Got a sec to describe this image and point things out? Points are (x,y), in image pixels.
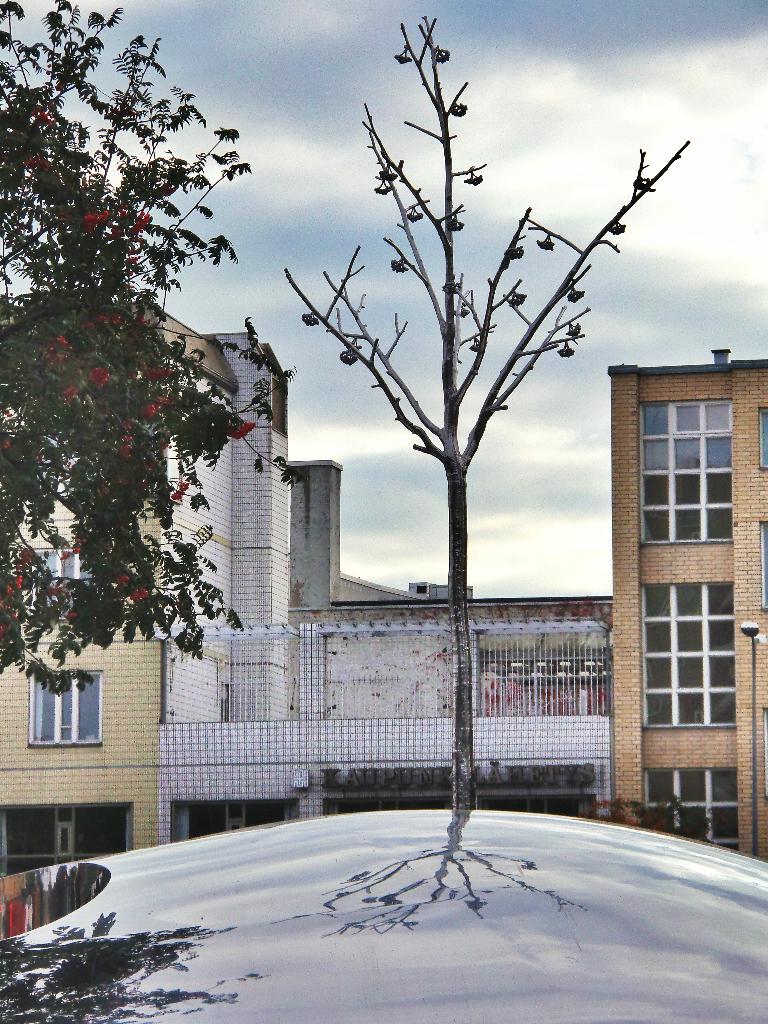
In this image in front (44,360) there are trees (85,426). In the background of the image (291,628) there are buildings (530,642) and sky (640,82). At the bottom of the image (410,888) we can see the reflection (384,868) of the trees (37,113).
